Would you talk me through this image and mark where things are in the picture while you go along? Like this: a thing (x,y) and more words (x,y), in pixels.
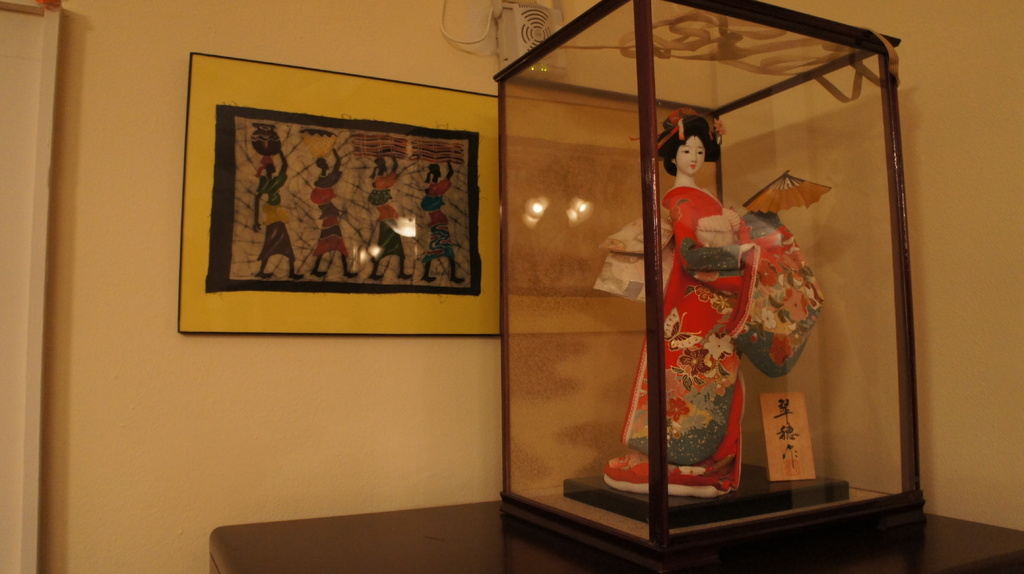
In this image I can see a glass box (828,290) kept on table (362,532) at the bottom (685,415), in the glass box (750,150) I can see a sculpture (666,165), there is a wall (949,114), on the wall (121,173) there is a photo frame (265,118) attached in the middle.
